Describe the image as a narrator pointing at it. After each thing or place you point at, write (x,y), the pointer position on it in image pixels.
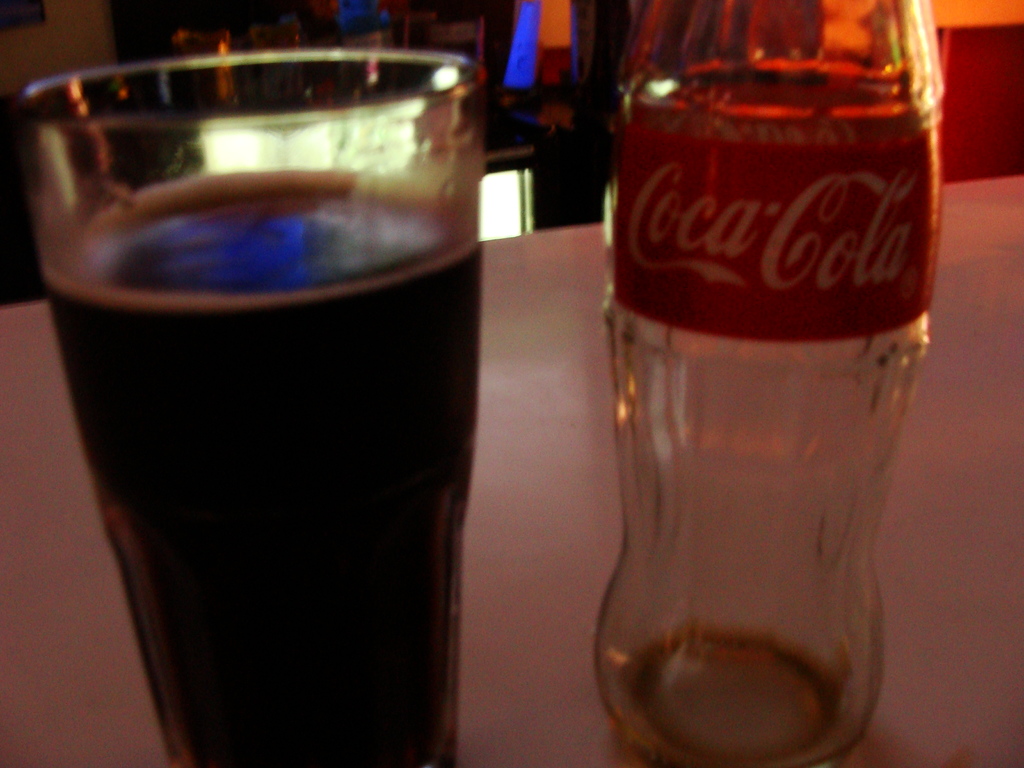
In this image, I can see a coca-cola bottle (776,319) and a glass (154,663) of liquid (239,336) are placed on the table (529,462). This table (540,346) is white in color.
